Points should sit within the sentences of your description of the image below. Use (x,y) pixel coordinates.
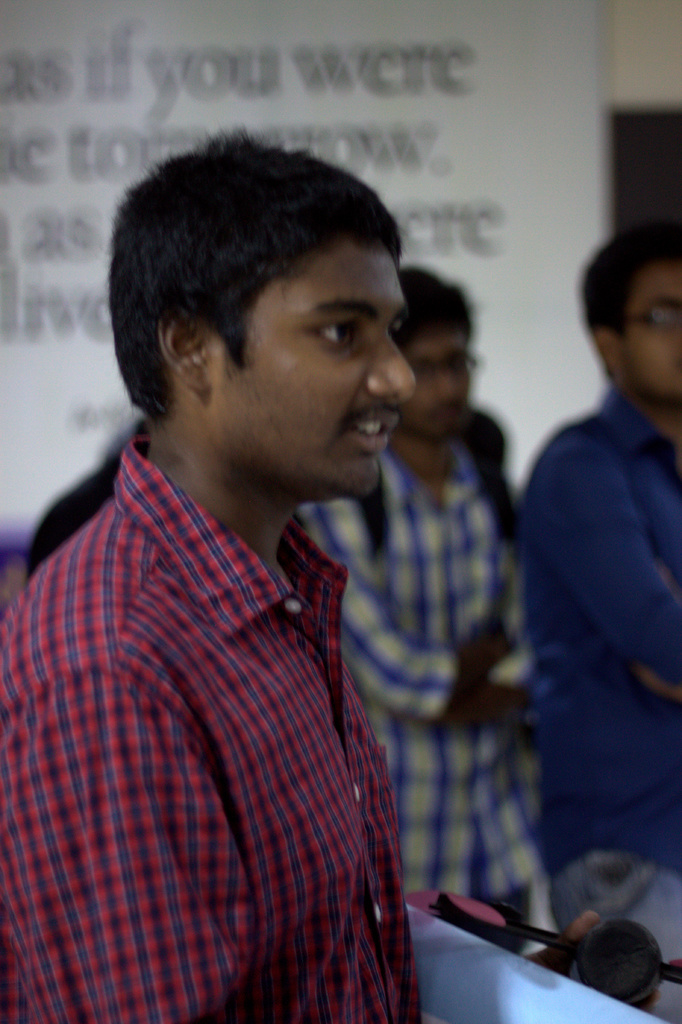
In this image there are three men (307,608) standing. Behind them there is a board (403,76). There is text (123,96) on the board (328,110).
